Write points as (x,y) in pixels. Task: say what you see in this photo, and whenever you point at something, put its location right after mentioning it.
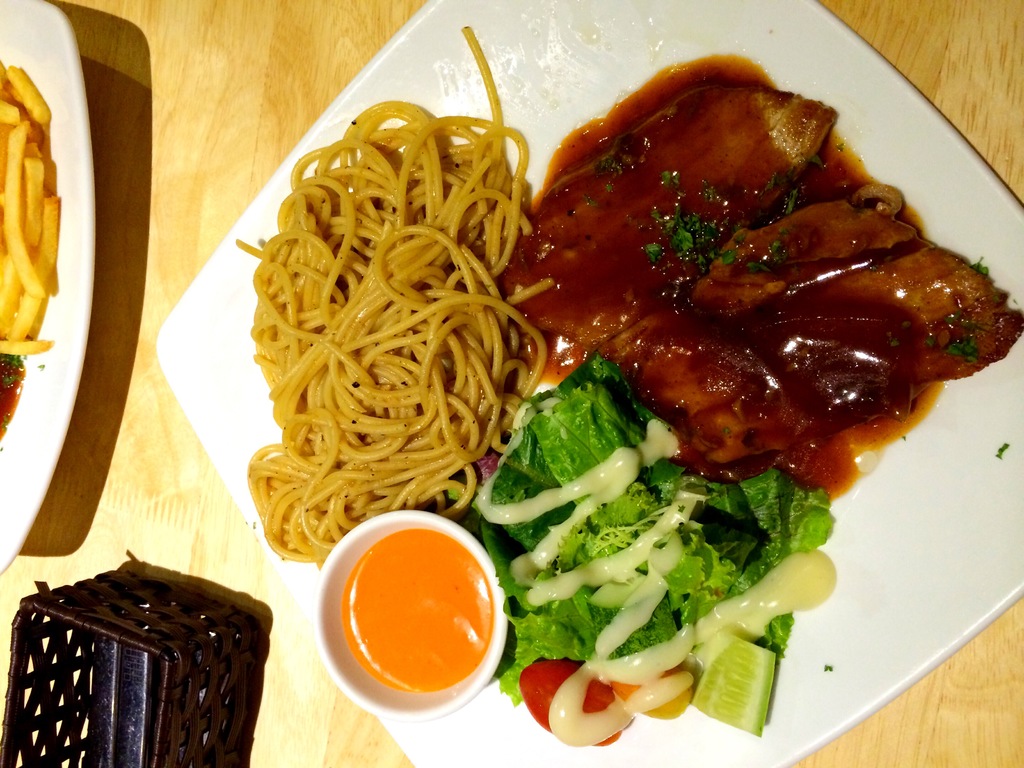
On the left side (15,358), there are food items (39,105) arranged in a white colored plate (38,24) and there is a brown colored object (65,605). On the right side (813,600), there are food items (731,134) arranged in a white colored plate (227,323) which is on a wooden surface (898,723).
